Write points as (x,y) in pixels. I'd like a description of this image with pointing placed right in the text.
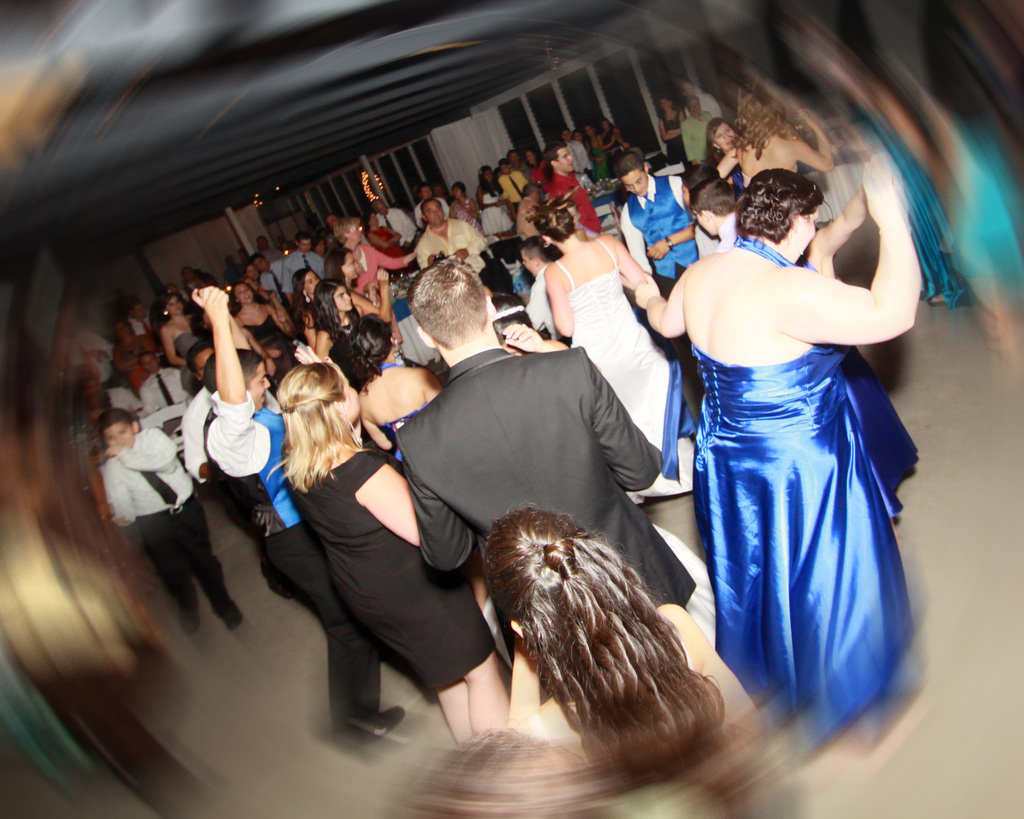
In this image I can see a group of people (427,293) standing and wearing different color dresses (539,477). Back I can see few windows (524,108) and wall (464,157).
